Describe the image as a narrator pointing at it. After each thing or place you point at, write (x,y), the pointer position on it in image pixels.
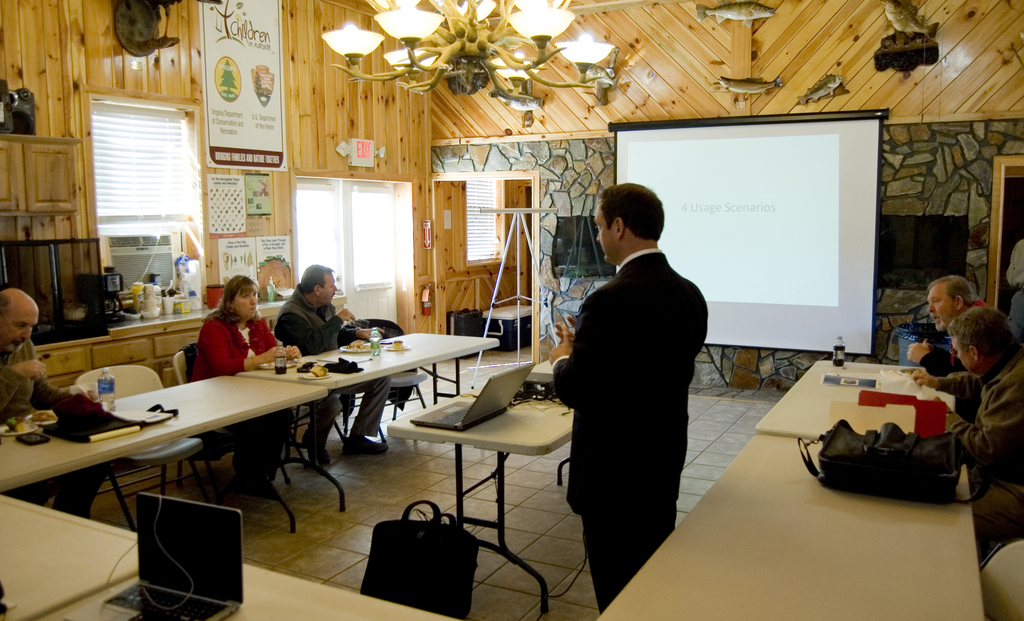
On top (543,26) there are lights (464,41). Different type of posters (271,69) on wall (157,63). Beside this wall (922,161) there is a screen (775,218). This person (635,300) is standing. On this table (67,582) there is a bag (906,460), laptops (483,419), bottles (105,395) and things (112,422). Beside this tables (874,570) persons (1017,435) are sitting on chairs (120,385).
